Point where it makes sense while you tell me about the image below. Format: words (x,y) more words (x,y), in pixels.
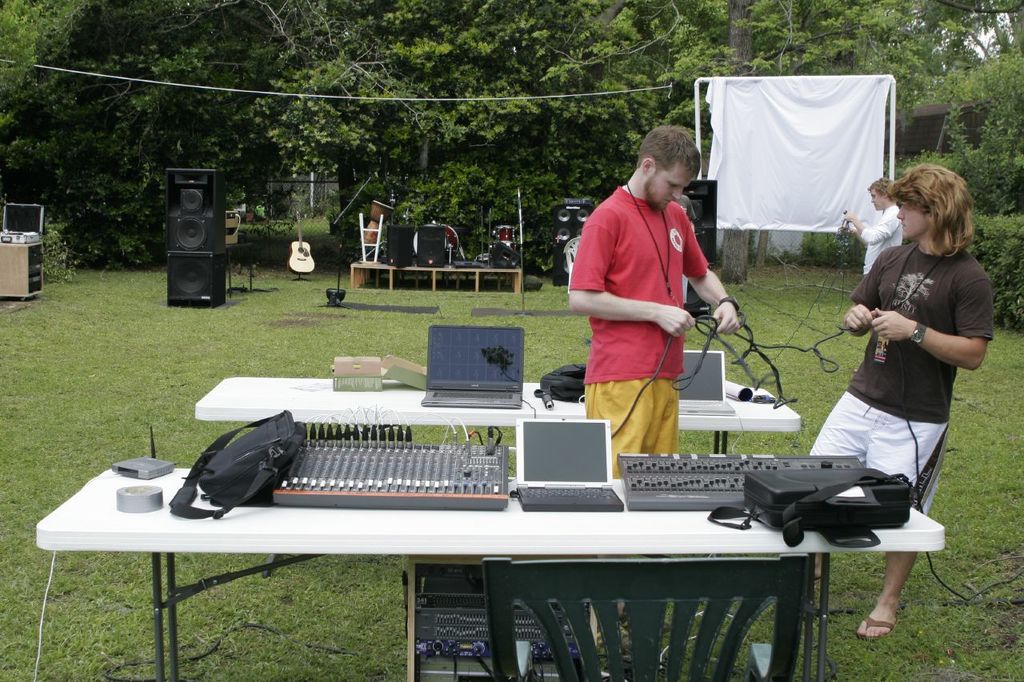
In this image there are some persons (667,409) standing at right side of this image (898,361). There are two tables (295,546) at bottom of this image (254,487) and there are some bags (273,487) and laptops (537,469) and some other objects (404,494) are kept on it. there are some other objects (445,223) at middle of this image (408,244) and there is a cloth (716,146) at top right side of this image (769,142) which is in white color and there are some trees (325,137) at top of this image (419,96). There is one chair (643,630) at bottom of this image (635,637).
